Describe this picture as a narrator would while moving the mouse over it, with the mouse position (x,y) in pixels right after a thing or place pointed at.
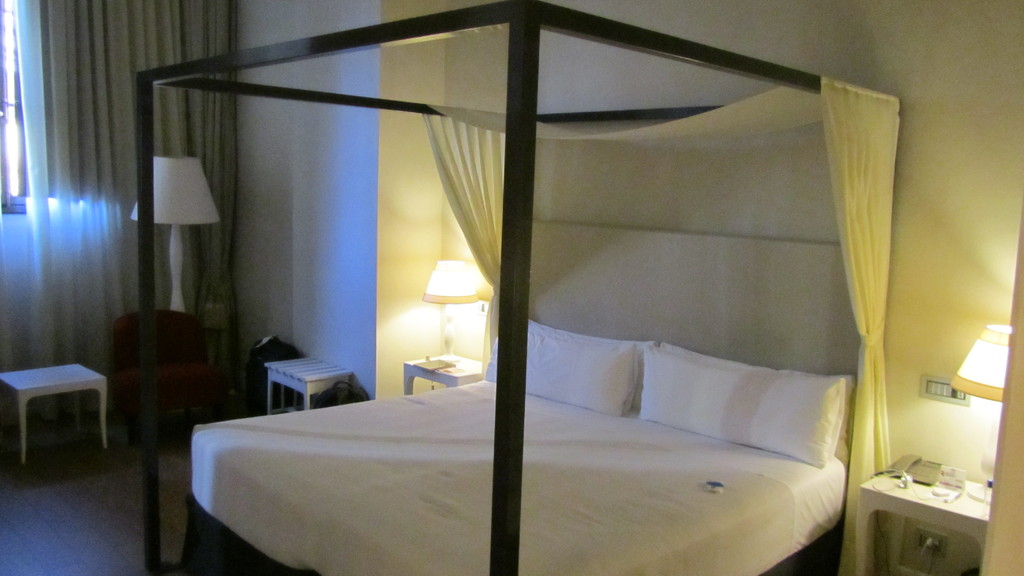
In this image I see the bed (302,463) over here and I see few pillows (622,378) and I see 4 stools (899,508) on which there are few things (928,466) and I see 2 lamps (984,433) and I see another lamp (178,272) over here and I see the curtains (888,155) and I see the wall (911,169).
